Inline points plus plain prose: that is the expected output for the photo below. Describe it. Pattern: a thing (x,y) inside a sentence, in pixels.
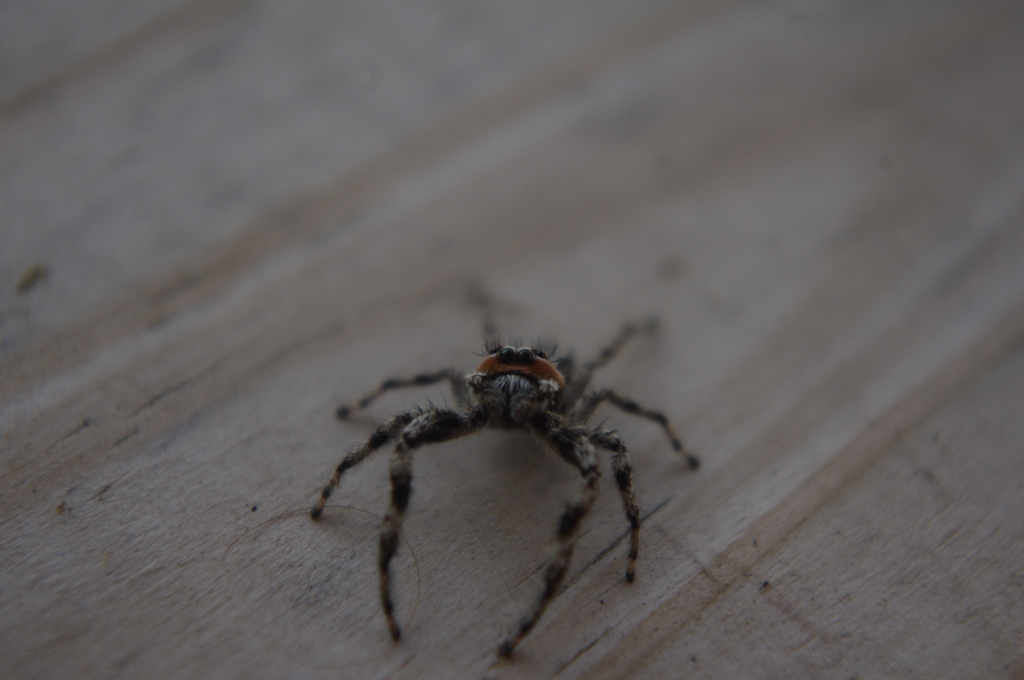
In the picture there is a spider (559,432) present on the floor (324,486).
